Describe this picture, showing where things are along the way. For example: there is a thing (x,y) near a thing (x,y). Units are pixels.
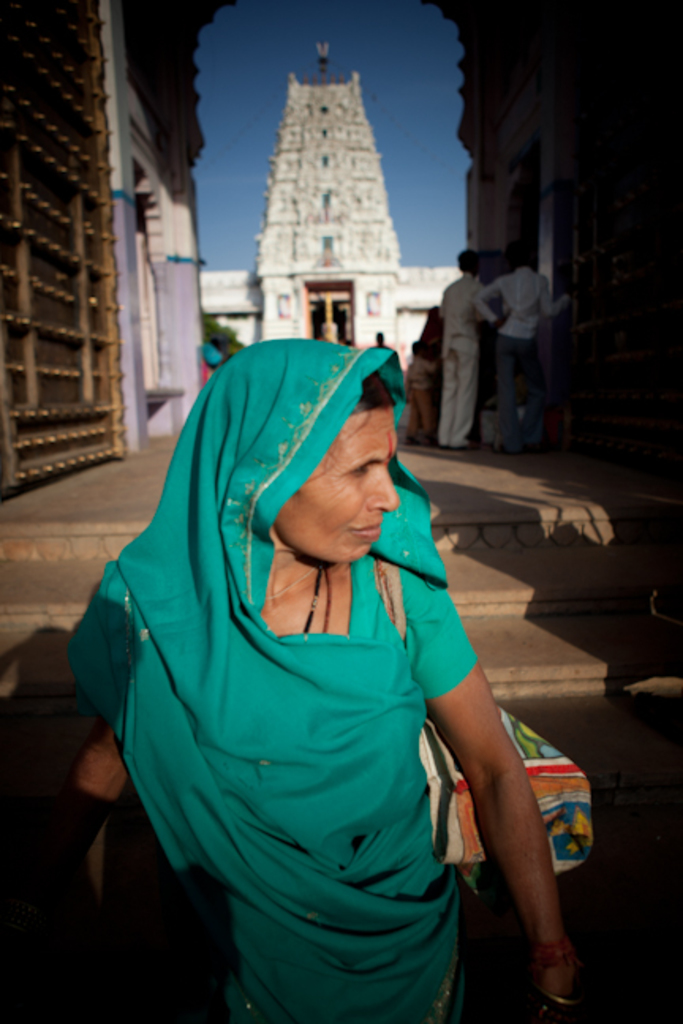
The woman (399,482) in green saree (268,707) is standing. She is wearing a bag (436,754). Behind her, we see a staircase (624,743). On the right side (458,440), we see people (521,296) are standing. In the background (375,169), we see a temple (326,261). At the top of the picture (353,69), we see the sky (223,98), which is blue in color.
